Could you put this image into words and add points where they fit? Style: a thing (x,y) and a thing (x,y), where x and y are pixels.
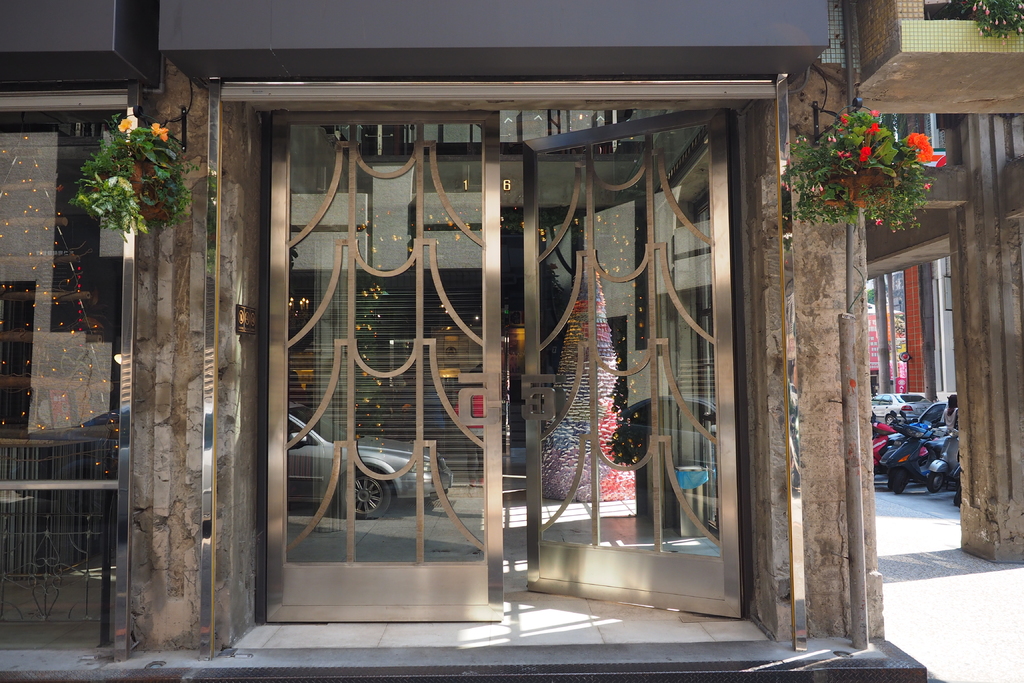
In this picture we can see the entrance (501,672) of a place (842,282) decorated with Christmas tree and flowers (878,128).
